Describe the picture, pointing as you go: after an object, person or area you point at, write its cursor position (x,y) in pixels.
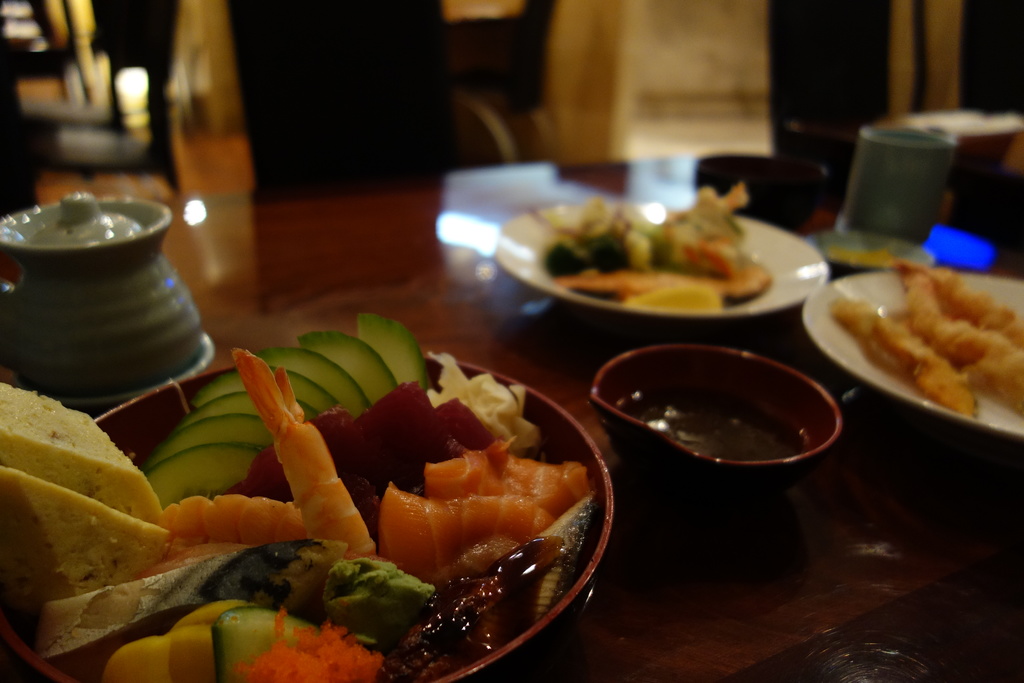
In this picture, we see a brown table (734,624) on which a bowl (736,378) containing sauce (697,424), a bowl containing fruits (224,617) and eatables (422,554), plates (804,253) with food (682,292) and a jar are placed. Behind that, there are chairs (422,89) and it is blurred in the background (410,99).
